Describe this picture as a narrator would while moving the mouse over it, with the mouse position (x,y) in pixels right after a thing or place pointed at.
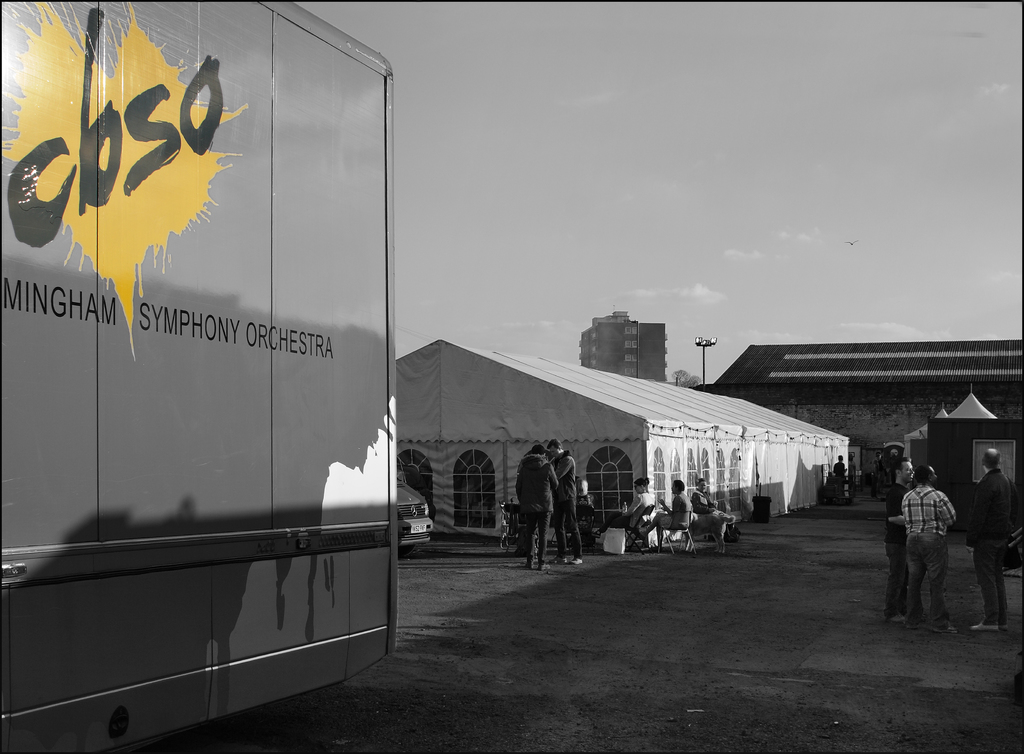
This is a black and white picture of few persons (936,504) standing and sitting in front of godown (636,436), on the left side (99,217) there is a vehicle (313,606), in the back (648,374) there are buildings (650,372) and above its sky (666,244) with clouds (863,336).
